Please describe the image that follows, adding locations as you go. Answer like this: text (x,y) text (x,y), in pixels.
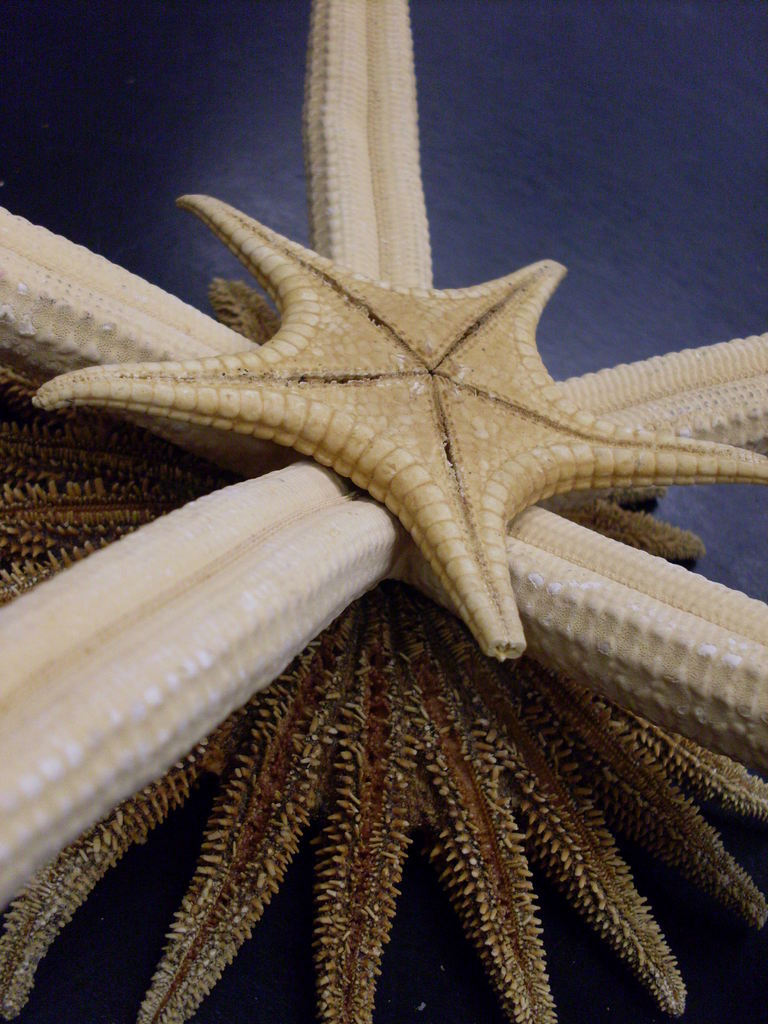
In this image there is a starfish (288,355) and a blue color background (603,251).
